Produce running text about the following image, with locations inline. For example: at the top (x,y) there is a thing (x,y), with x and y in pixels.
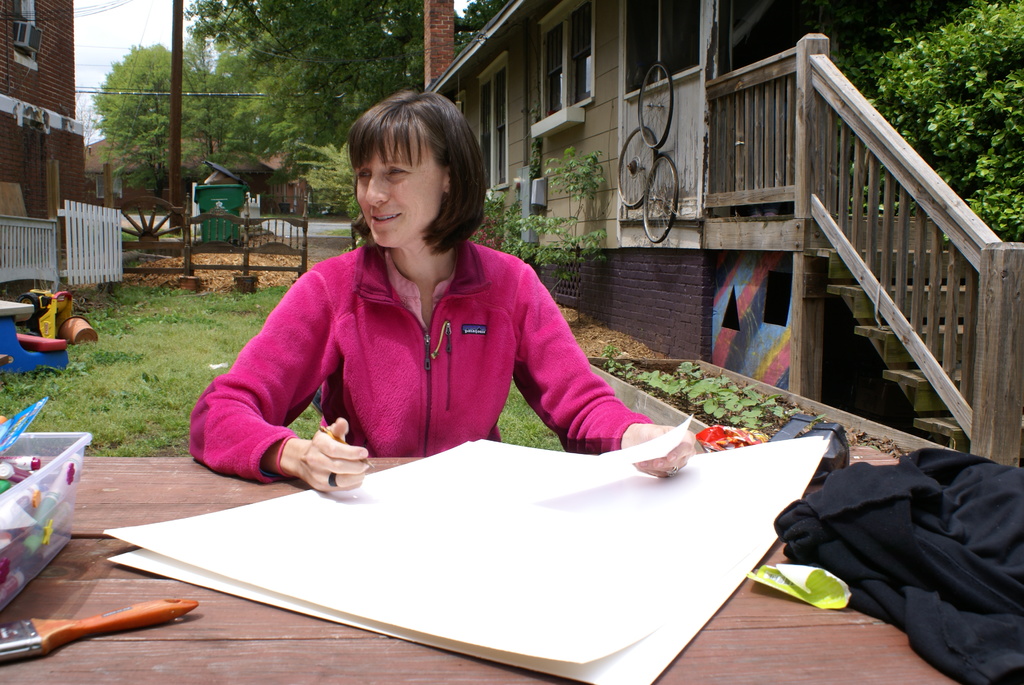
In the middle of the image (501,339) a woman (468,169) is sitting and holding a pen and paper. in front of her there table (70,568) on the table (70,568) there is a chart (280,560). Bottom right side of the image (981,621) there is a cloth (846,490). Behind her there is a grass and fencing (299,237). Top left side of the image (53,101) there is a building (63,90) and there are some trees (307,95). Top right side of the image (809,115) there is a building (791,172) and steps (824,180) beside the building (553,187) there are few plants (564,163). Top left side of the image (176,21) there is a pole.
